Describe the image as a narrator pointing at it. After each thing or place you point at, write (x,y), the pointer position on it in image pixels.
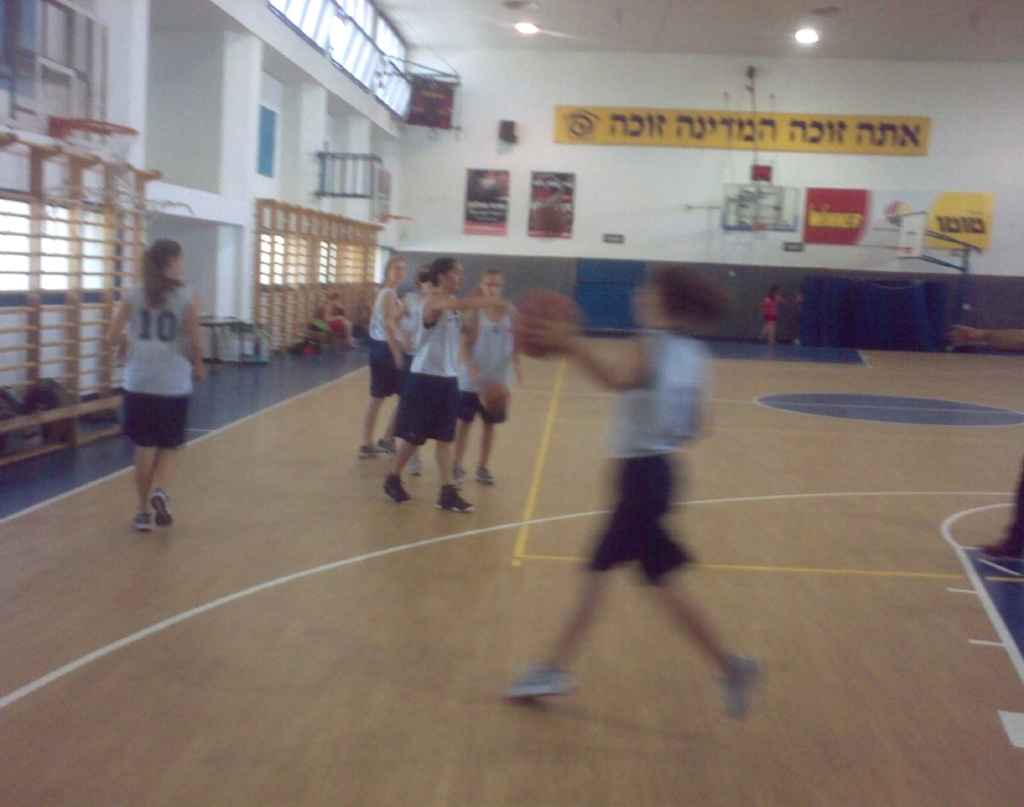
In the foreground of this image (500,427), there are women (147,393) walking and running on the basket ball court (479,600) and a woman (575,351) is holding a ball (542,326). In the background (595,146), there are posters (561,175), lights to the ceiling (772,34), wall (467,148), few tables (229,326), baskets (762,223) to the poles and blue colored objects (846,320).
